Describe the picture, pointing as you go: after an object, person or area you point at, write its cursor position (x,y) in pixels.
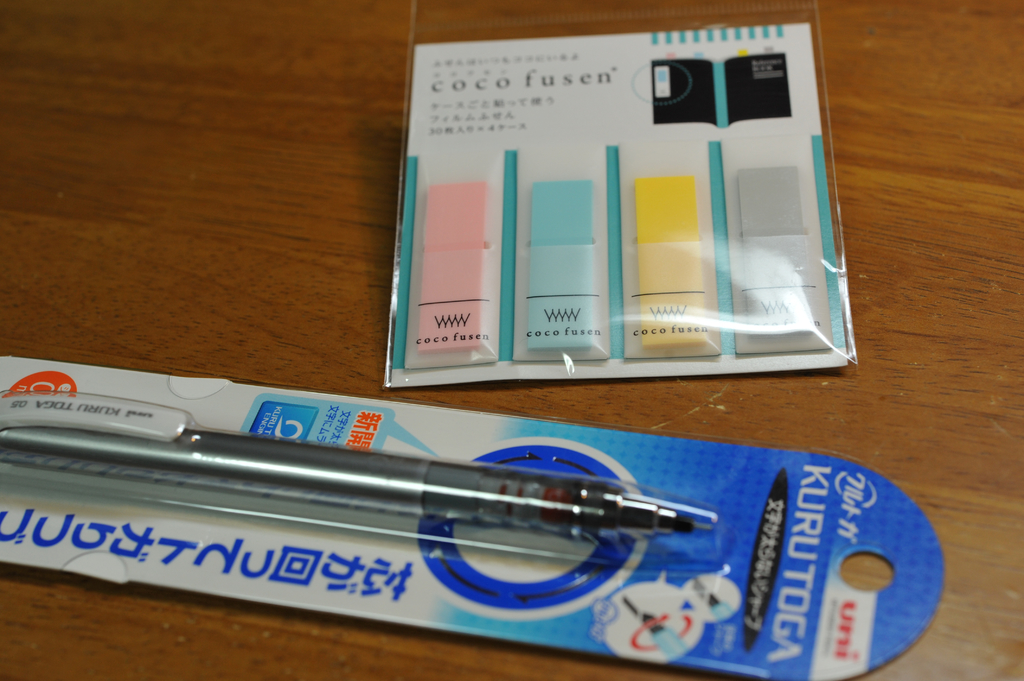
In this picture we can see a pen (444,500) and sticky notes (591,182).
